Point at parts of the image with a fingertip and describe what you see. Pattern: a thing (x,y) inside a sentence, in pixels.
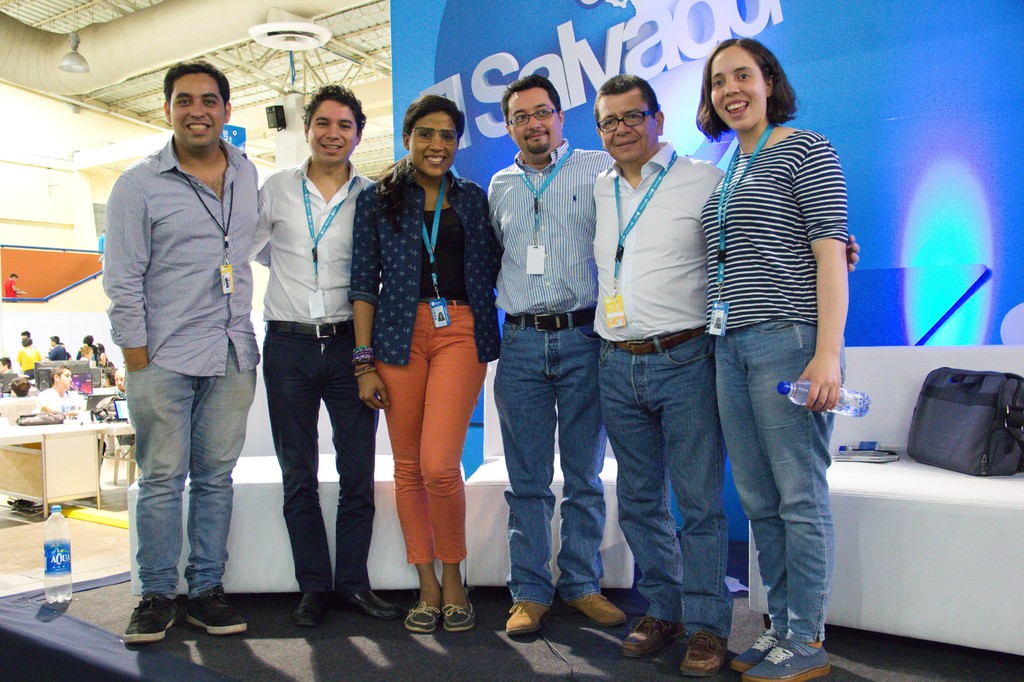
In the image there are a group of people (568,255) standing and posing for the photo in the foreground (263,325). Behind them there is a sofa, banner (856,331) and in the background (25,357) there are few other people (68,355).
